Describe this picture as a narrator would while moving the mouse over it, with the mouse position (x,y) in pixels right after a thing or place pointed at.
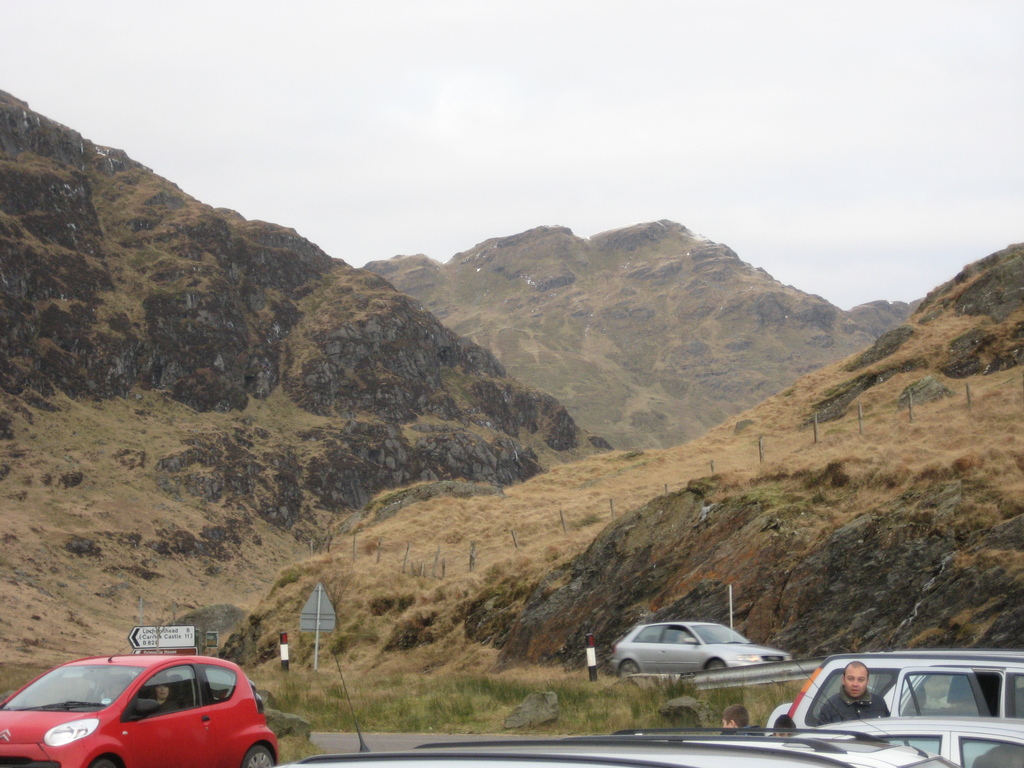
There are vehicles (797,754), small poles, man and grassland (550,691) in the foreground area of the image (589,702), there are mountains (490,334) and the sky (96,94) in the background (651,590).
